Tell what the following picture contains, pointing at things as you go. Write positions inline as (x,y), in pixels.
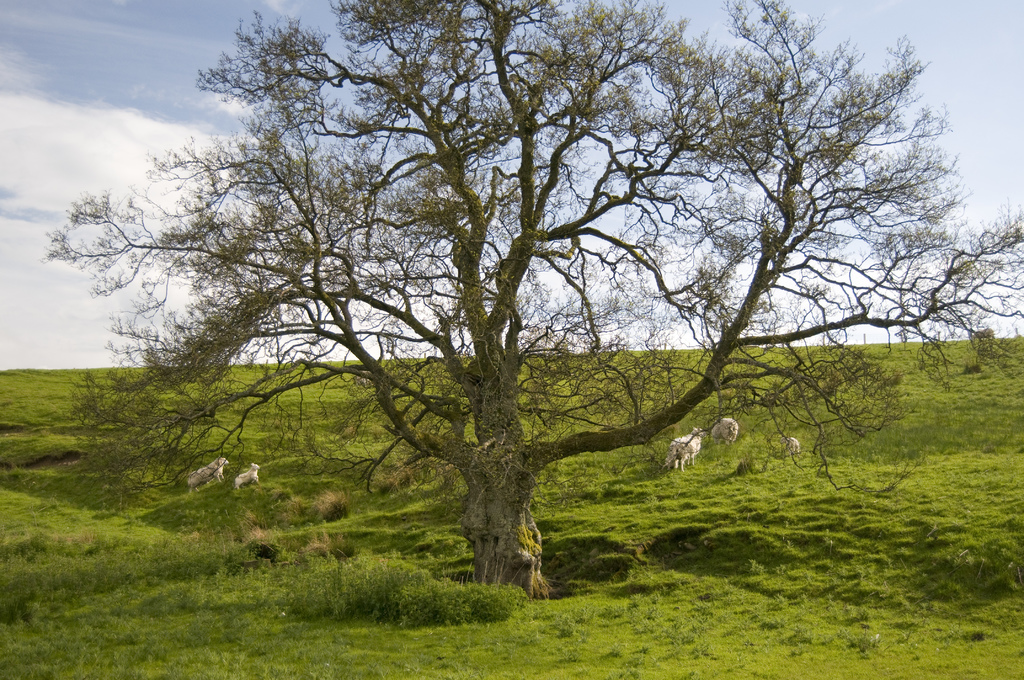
In this image in the center (512,430) there is a tree (430,397). In the background (302,470) there are animals (206,477) and there is grass (372,560) on the ground (293,477) and the sky (134,138) is cloudy.
